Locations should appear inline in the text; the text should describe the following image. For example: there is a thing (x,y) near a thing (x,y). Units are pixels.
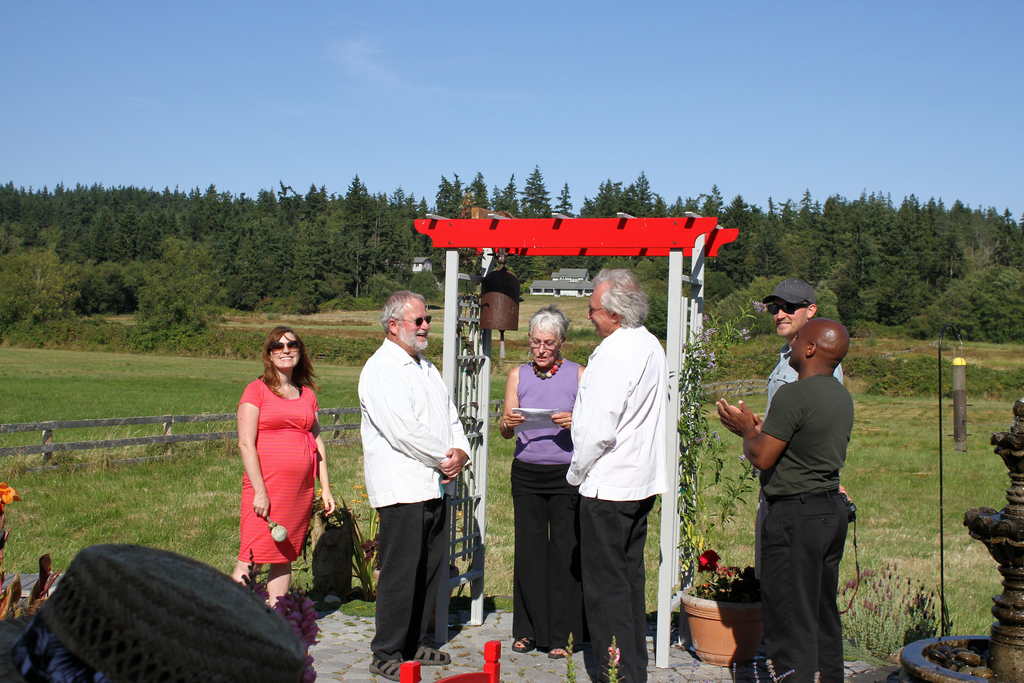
This is an outside view. Here I can see few people (623,434) are standing. At the back of these people (605,431) I can see few metal poles (468,416). I can see the grass (107,510) on the ground (113,510). On the left side (95,427) there is a fencing (54,445). In the background (149,278), I can see many trees (268,261) and few houses (567,283). At the top of the image (543,78) I can see the sky (468,73).
